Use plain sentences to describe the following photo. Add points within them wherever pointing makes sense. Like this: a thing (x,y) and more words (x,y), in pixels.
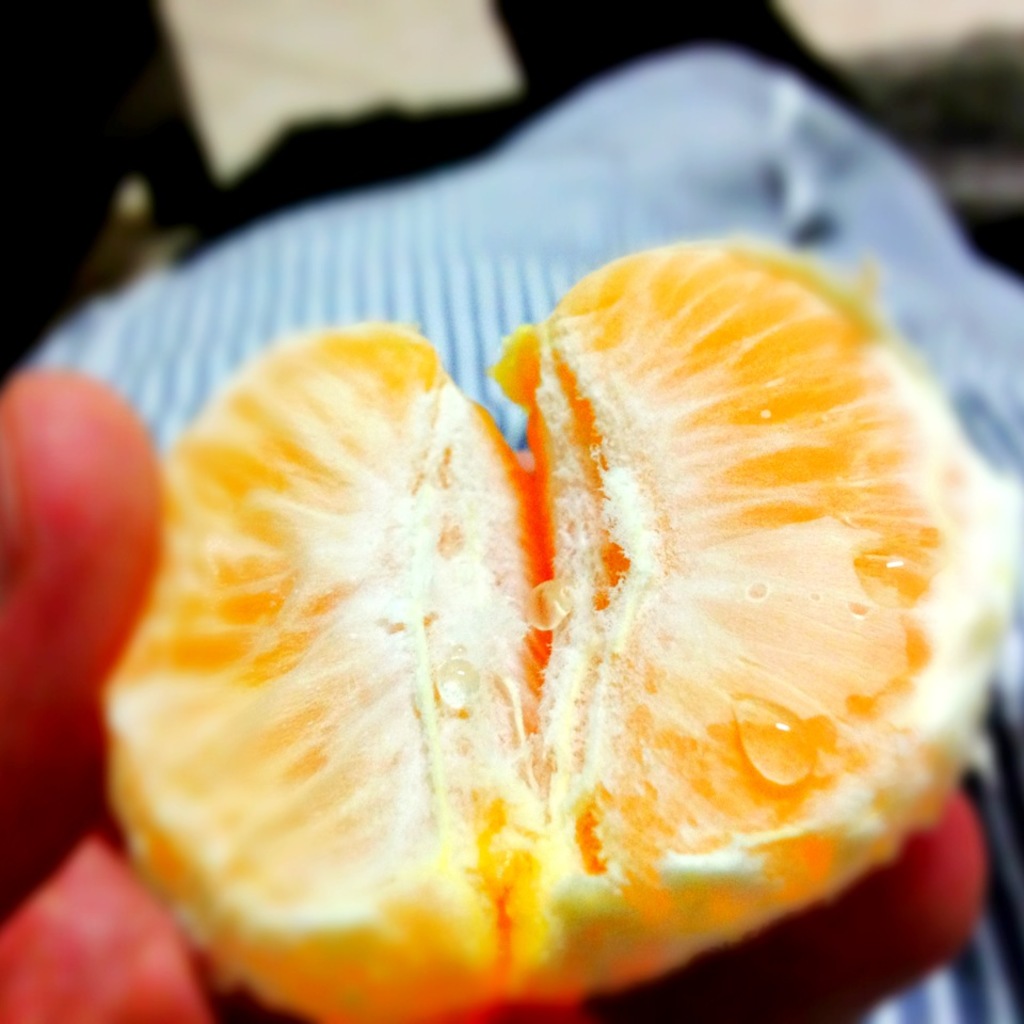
In this image in front (104,629) there is a person (23,477) holding the slices (448,586) of an orange (642,676). In front of him there is a bed (499,239) and a few other objects (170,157).
